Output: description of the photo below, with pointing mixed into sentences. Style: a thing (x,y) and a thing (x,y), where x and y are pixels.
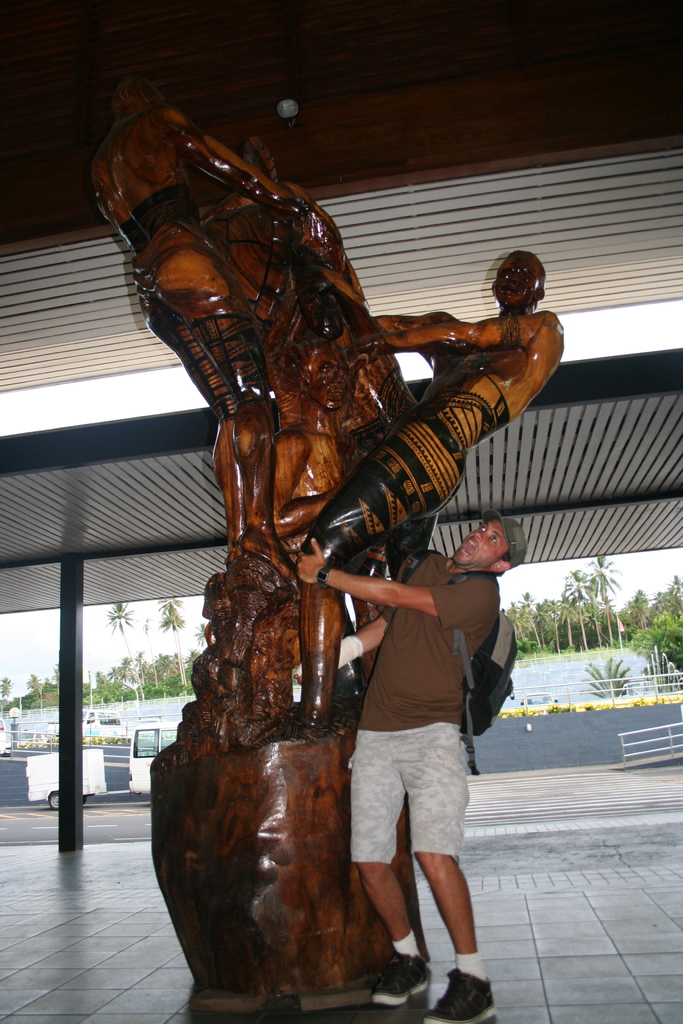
This is the picture of a person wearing back pack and standing beside the statue (274,638) which is in brown color and behind there is a shed (675,451) and around there are some trees (174,649), plants (122,740) and a fencing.
